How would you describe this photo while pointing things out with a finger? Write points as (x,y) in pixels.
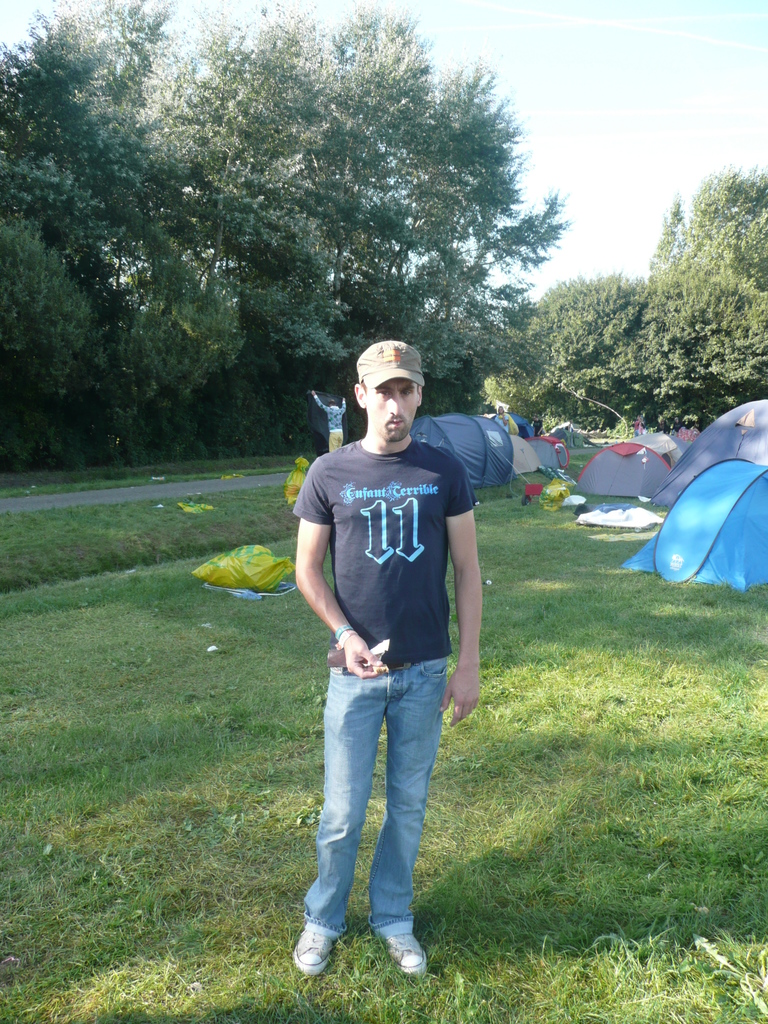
In the center of the image (408,464) there is a person (355,690) standing on the grass (501,923). In the background of the image (296,244) there are trees (190,150), tents (679,503), road (276,479).
